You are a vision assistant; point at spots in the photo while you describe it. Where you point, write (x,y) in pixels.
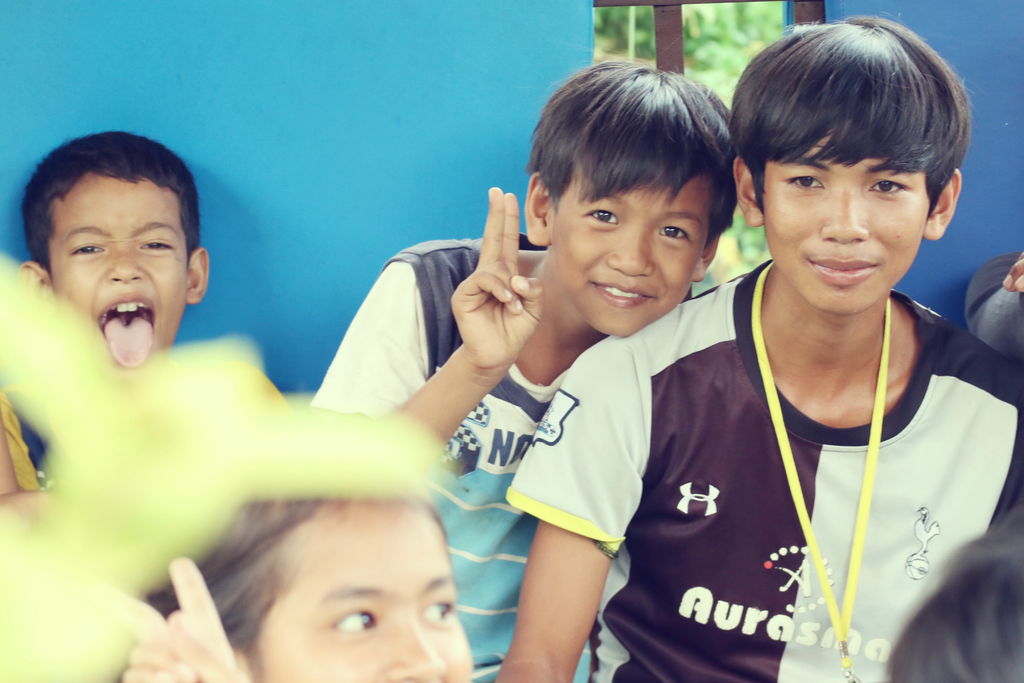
In this image in the center (623,272) there are kids (695,419) smiling. In the background (494,106) there is a wall (410,112) and there is the window (679,46), behind the window (690,38) there are trees (717,35).
